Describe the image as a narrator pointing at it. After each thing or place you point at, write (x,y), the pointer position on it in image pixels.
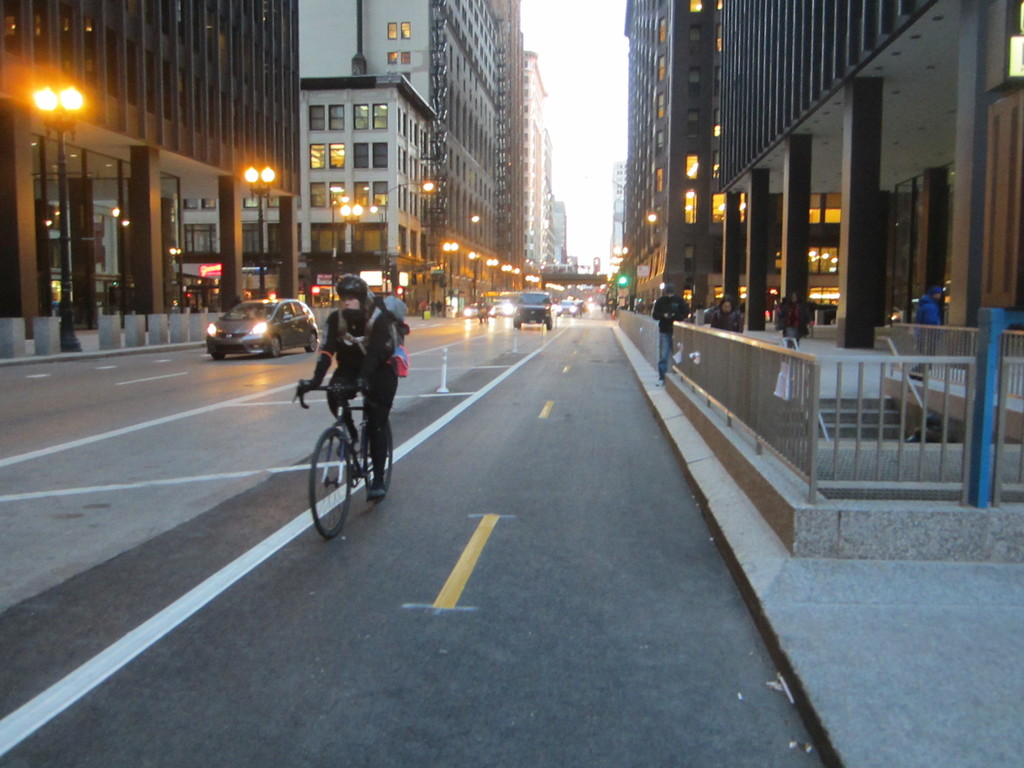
In this image I can see a person (384,299) riding on bi-cycle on the road (506,525), there are few buildings (761,104) and vehicles (577,310) visible on road (560,567), in the middle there is the sky (578,234), there are some persons (722,310) visible in front of the building (659,152) on the right side (940,313), there are street light poles (355,237) and lights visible in front of the building (167,261), there is a fence (753,378) visible on the right side (935,406).
